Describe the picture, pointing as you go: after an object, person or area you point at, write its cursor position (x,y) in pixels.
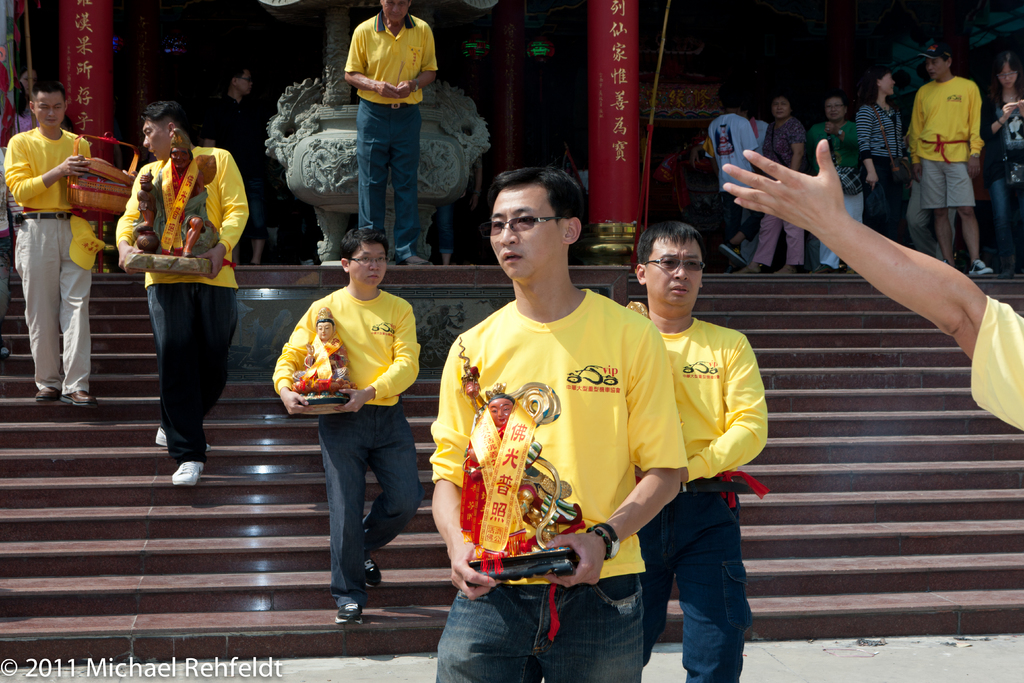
This picture shows few people (374,127) standing and few are walking holding idols (167,193) in their hands (580,579) and we see stairs (778,502) and few pillars (635,56).
